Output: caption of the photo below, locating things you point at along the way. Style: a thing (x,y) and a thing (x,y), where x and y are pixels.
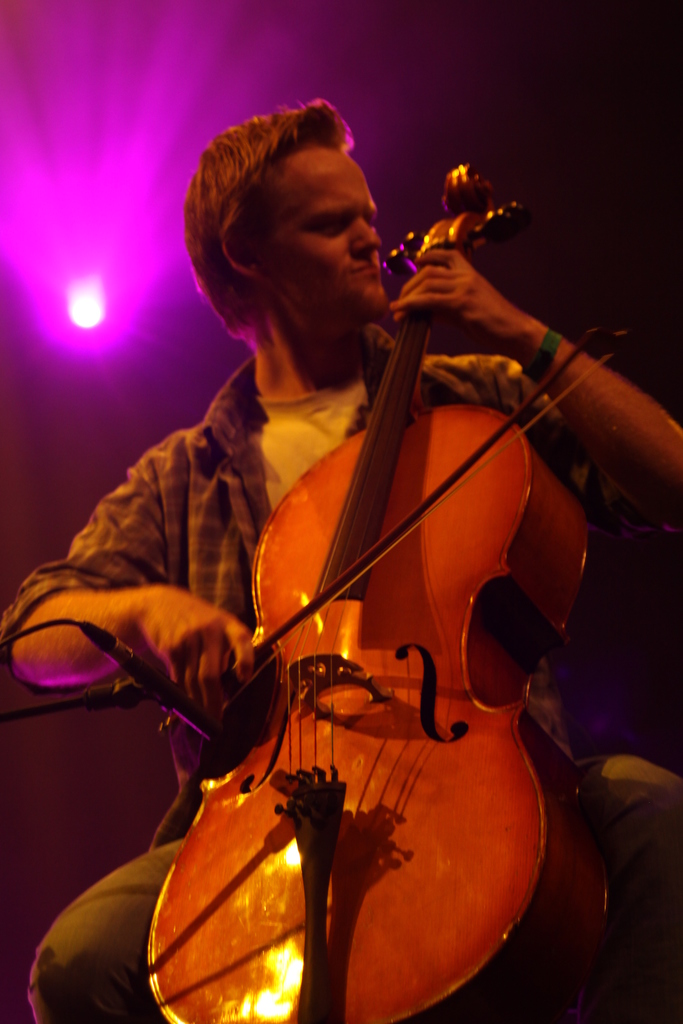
In this picture a man (256,280) sitting and playing cello (346,596) and back side we can see light (80,308) focusing.
